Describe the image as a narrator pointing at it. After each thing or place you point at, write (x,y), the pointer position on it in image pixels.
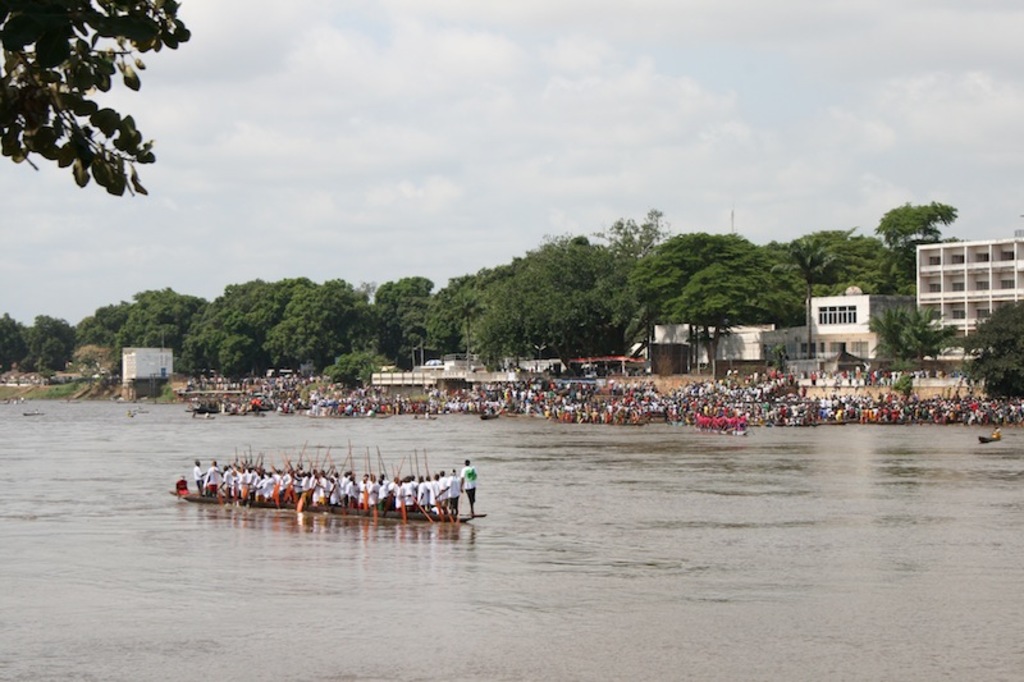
In this picture there are group of people (457,506) standing on the boat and there is a boat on the water (310,566). At the back (549,403) there are boats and there are group of people (497,395) and there are buildings (939,274) and trees (574,313). At the top (549,64) there is sky (549,64) and there are clouds (549,64). At the bottom (534,498) there is water (2,582).
